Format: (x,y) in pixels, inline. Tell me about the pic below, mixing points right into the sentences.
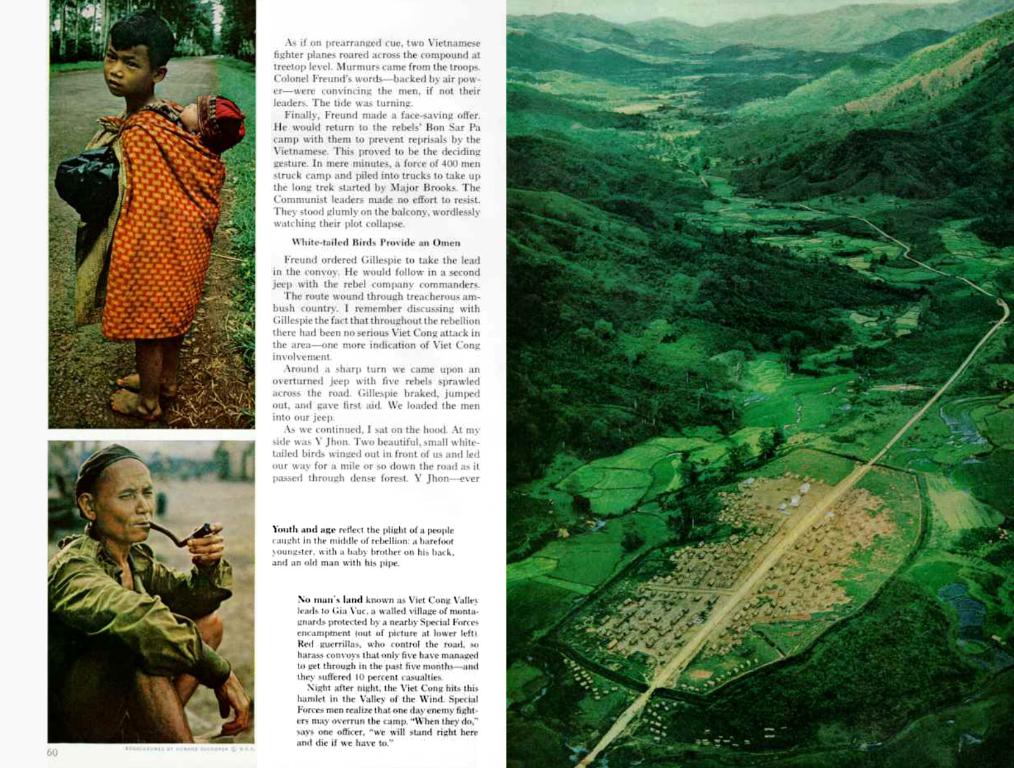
In this image, there is an article (557,24) contains pictures (174,425) and some text (407,372).
